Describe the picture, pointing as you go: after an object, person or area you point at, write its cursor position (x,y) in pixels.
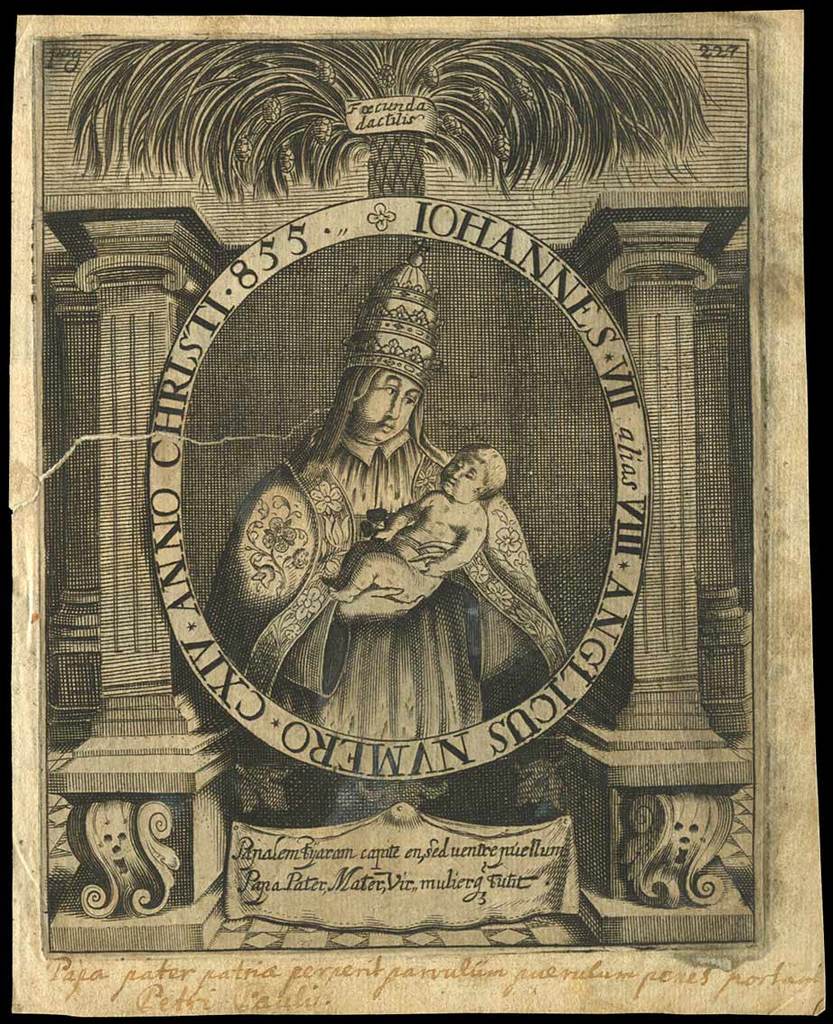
In this image we can see text (435,886), person (407,316) holding a baby (439,553), tree (359,84) and pillars (71,740).
